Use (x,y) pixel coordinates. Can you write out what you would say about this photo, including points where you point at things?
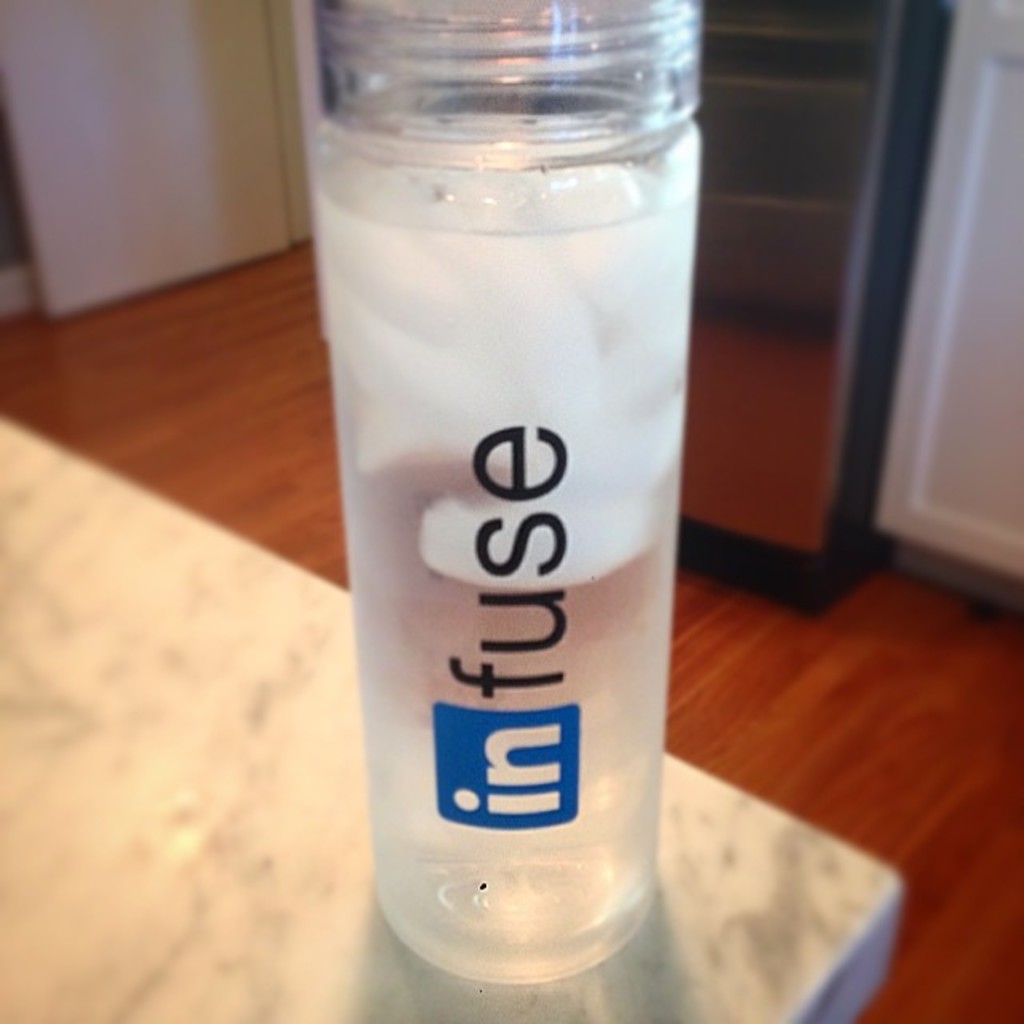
In this image I can see a bottle (587,873) on the white color surface (291,780). Back I can see few objects (859,344) on the brown color surface (966,743).
